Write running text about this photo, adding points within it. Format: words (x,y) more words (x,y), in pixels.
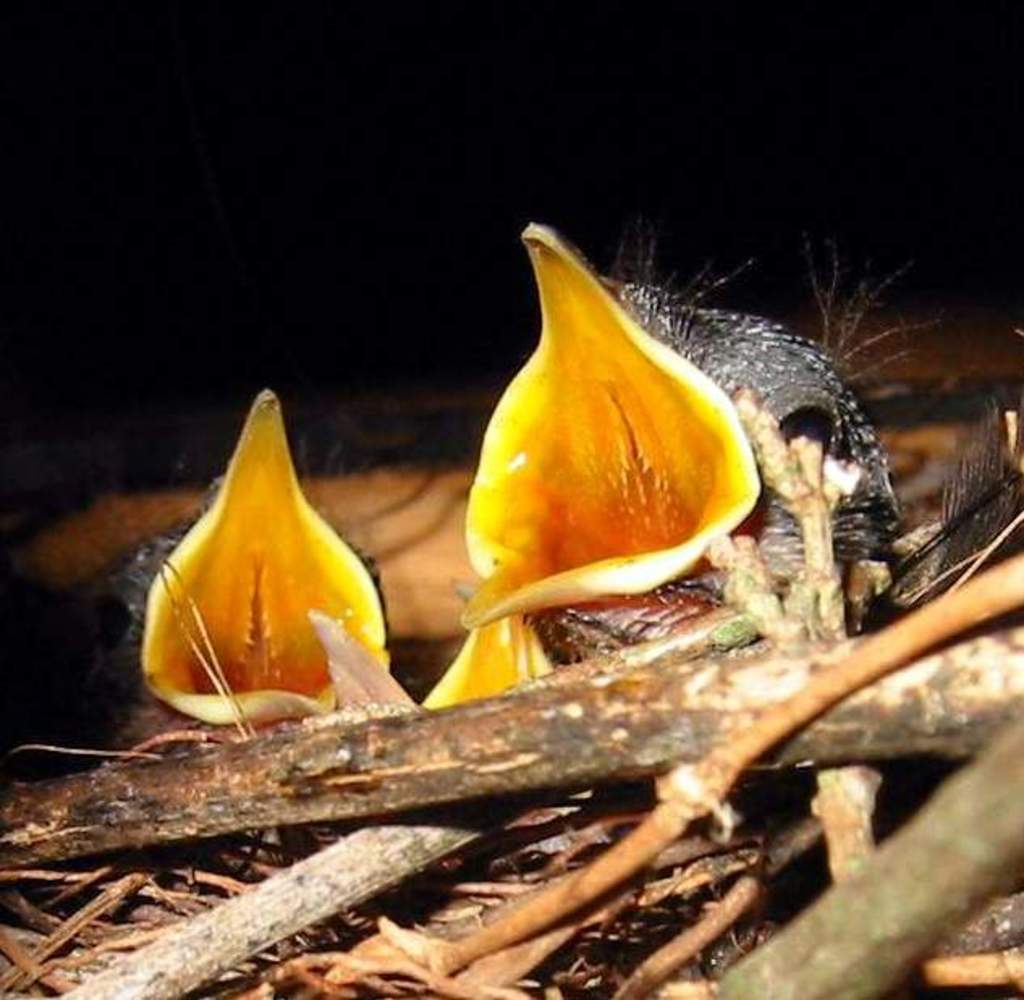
In this image we can see birds (170,632) in the nest (489,860).
